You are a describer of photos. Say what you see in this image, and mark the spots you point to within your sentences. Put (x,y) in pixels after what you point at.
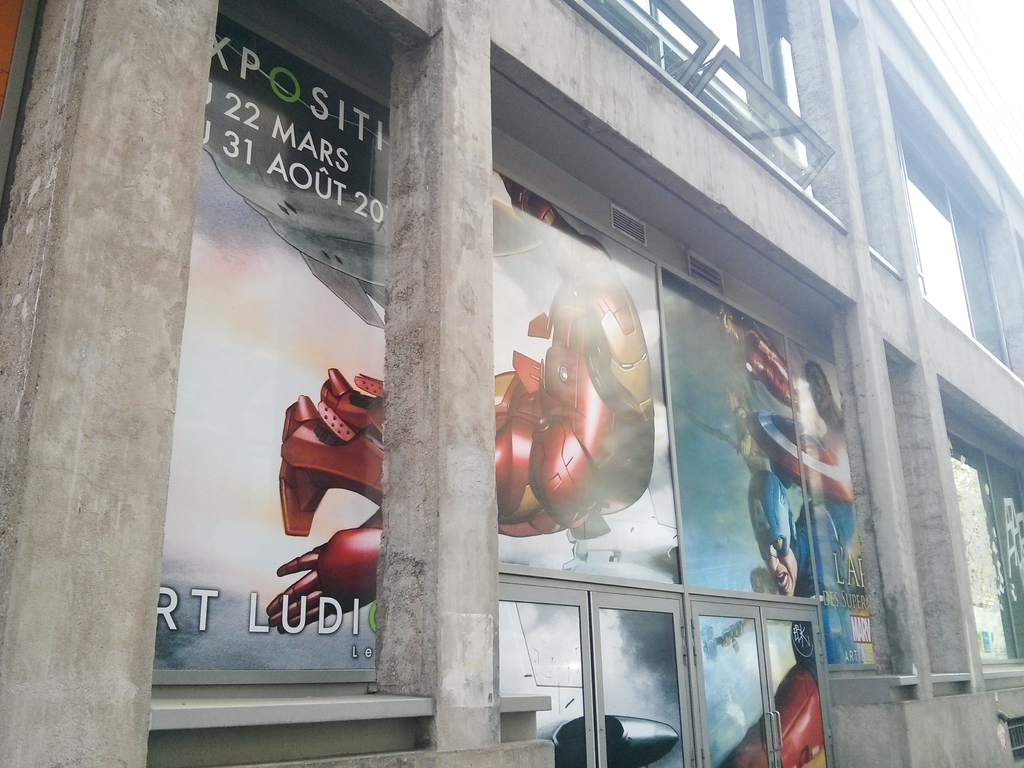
In this image there is a building (104,169) with animated posters (259,389) on it.
